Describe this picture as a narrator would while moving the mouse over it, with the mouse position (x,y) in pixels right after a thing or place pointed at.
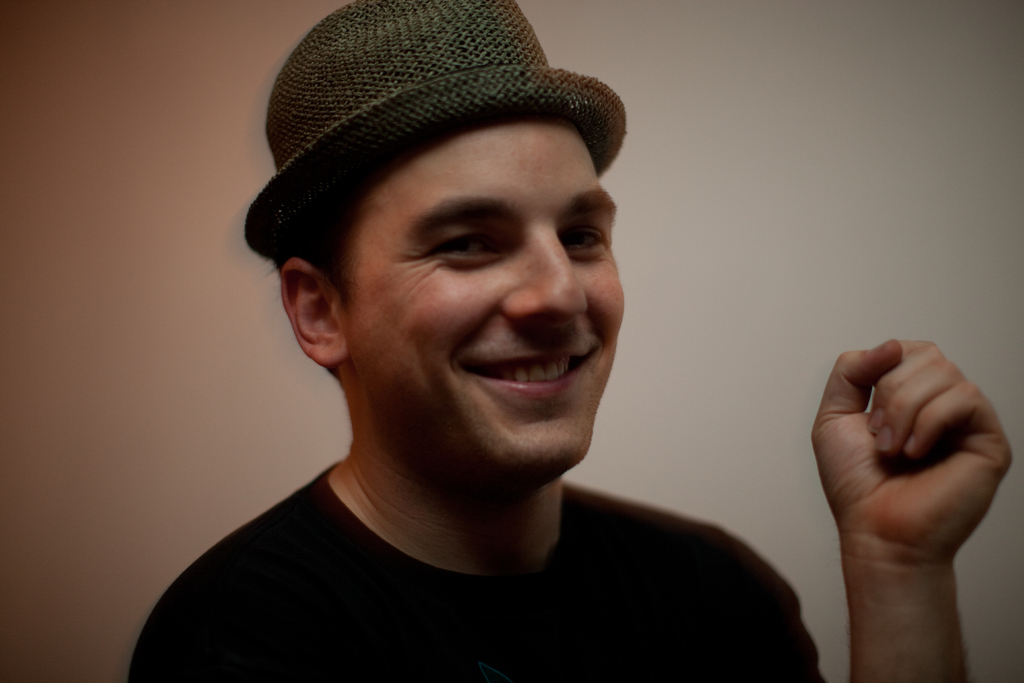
In this image I can see a person (454,495), he is smiling and he wearing a cap (400,79) on his head (318,309) and in the background (80,134) I can see the white color wall (751,181).
